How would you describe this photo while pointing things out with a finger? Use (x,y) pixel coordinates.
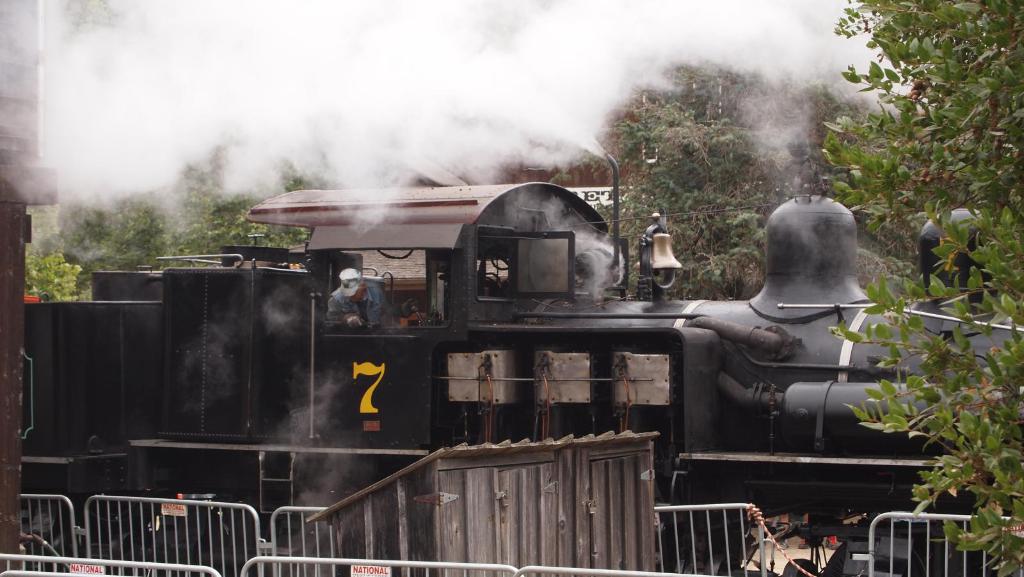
In this picture we can see a train (352,379) in the middle (518,359), there is a person (377,311) in the train (477,351), at the bottom (475,562) there are some barricades (121,543), in the background (746,213) we can see some trees (885,177), there is smoke (353,156) at the top of the picture (438,138).
